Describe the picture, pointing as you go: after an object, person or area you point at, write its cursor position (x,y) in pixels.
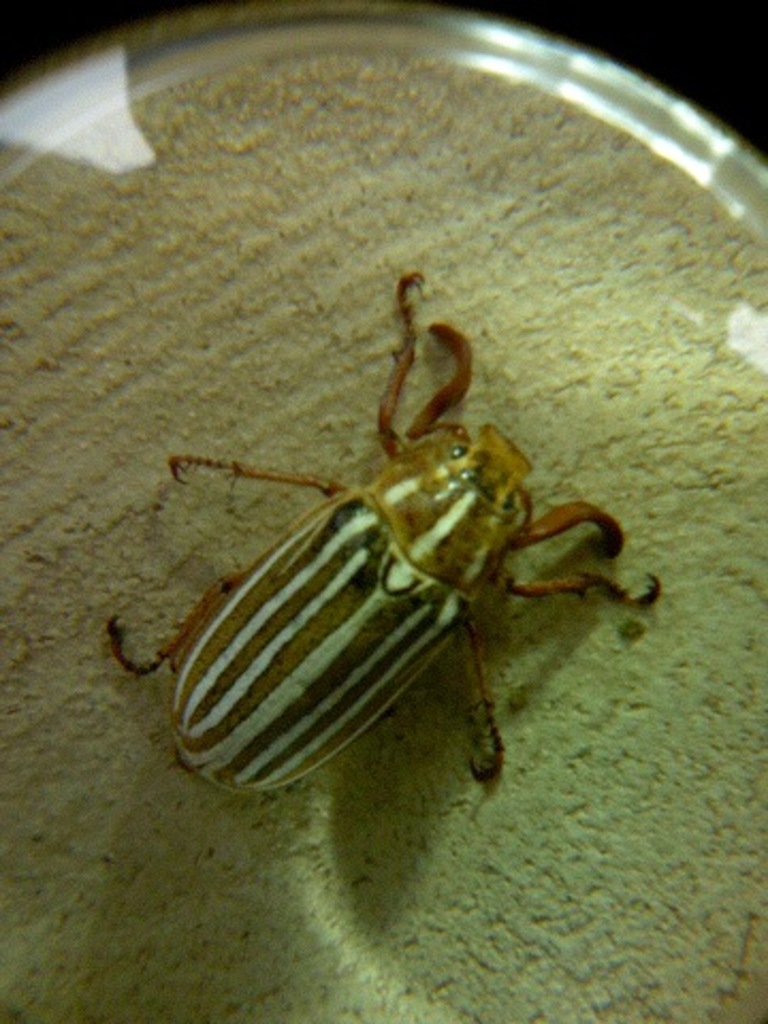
In this image there is an insect (245,475) on the floor (103,971).
